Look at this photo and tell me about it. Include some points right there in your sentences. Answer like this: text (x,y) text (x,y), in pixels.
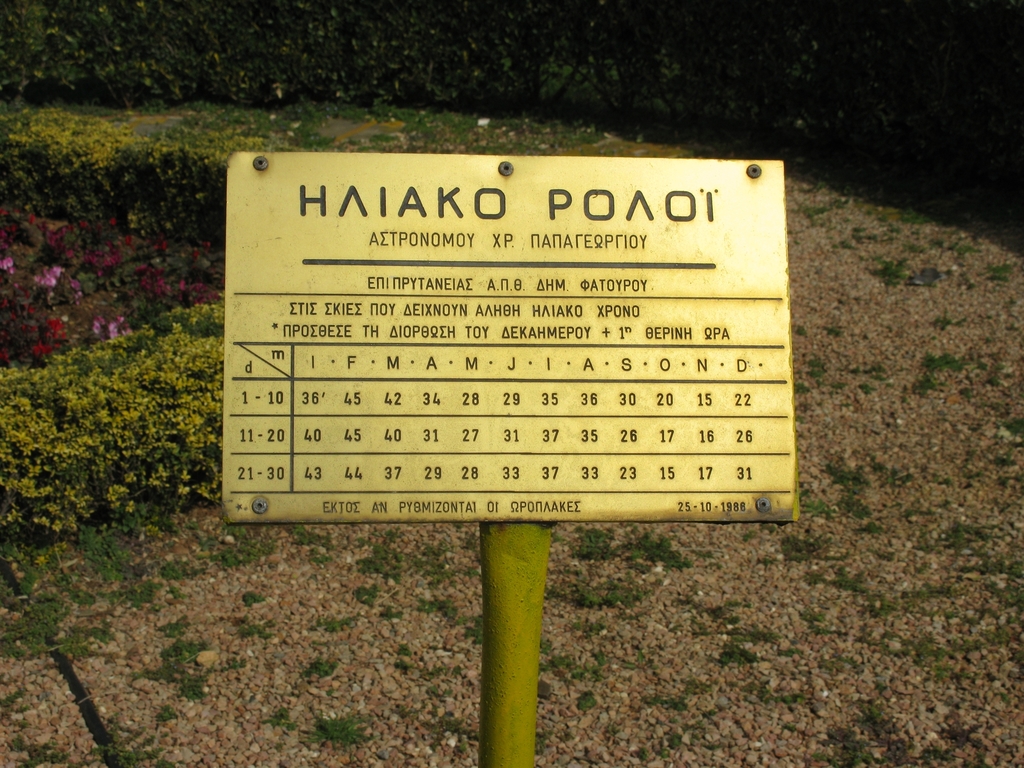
In this image we can see a board (584,442) with some text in the middle of the image (506,267) and there are some plants (372,72) and flowers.
